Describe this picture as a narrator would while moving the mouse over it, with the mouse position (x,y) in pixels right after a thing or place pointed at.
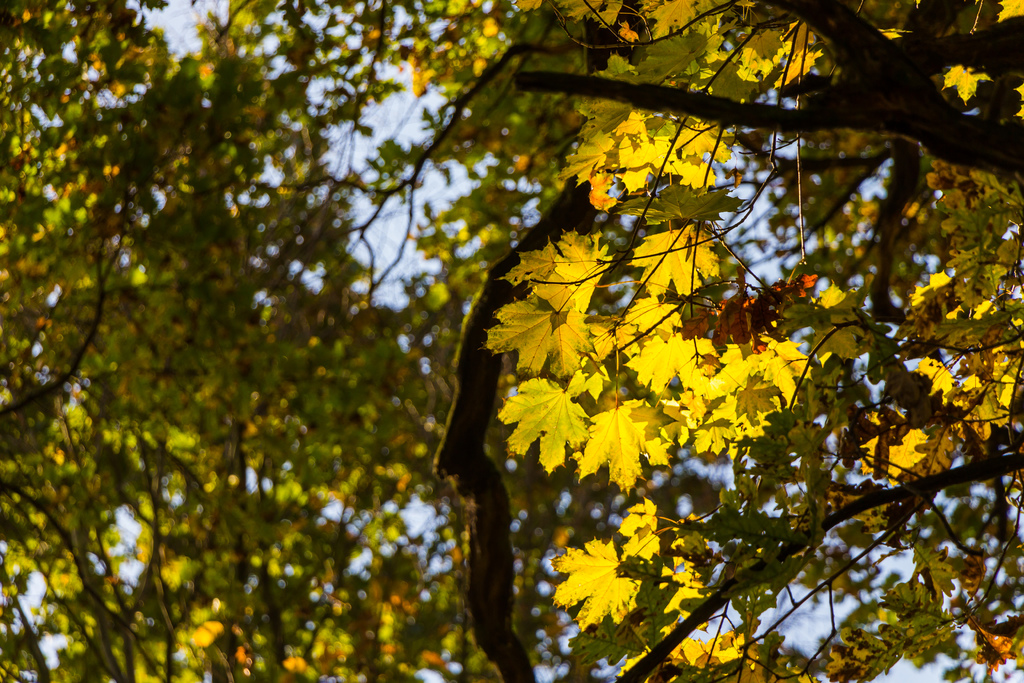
In this picture we can see few trees (652,373).
